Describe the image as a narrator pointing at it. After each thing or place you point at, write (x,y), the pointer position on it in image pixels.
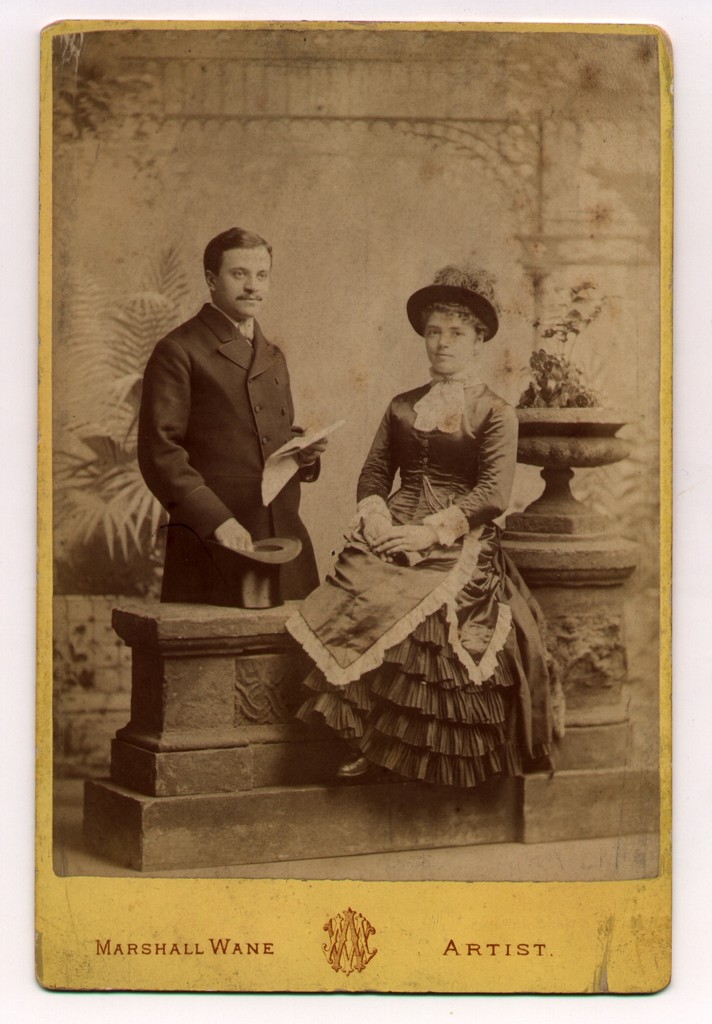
This picture might be a photo on the card (663,399) and it is a black and white image. In this image, we can see a woman (474,570) is sitting on the bench (355,801) and a man (303,563) is standing behind the bench (282,705) holding a hat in his hand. In the background (596,514), we can see some plants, flower pot (593,444).
